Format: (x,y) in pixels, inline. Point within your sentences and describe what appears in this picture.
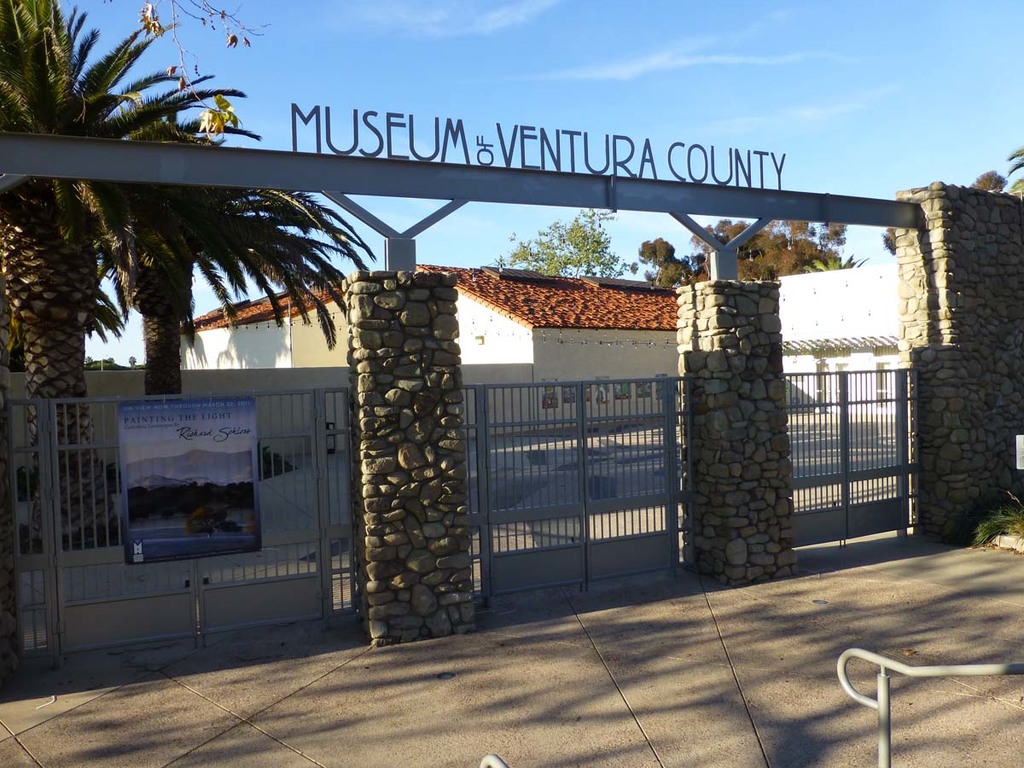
In this image it seems like a museum (490,334) where we can see there is an arch (490,157) in the middle (450,406). Below the arch (471,192) there are gates (325,487) to which there is a poster (185,477). In the background (477,337) there are houses (495,291). On the left side (130,285) there are palm trees (183,285). At the top (749,53) there is the sky (749,53). At the bottom (880,684) there are iron rods (882,733).
